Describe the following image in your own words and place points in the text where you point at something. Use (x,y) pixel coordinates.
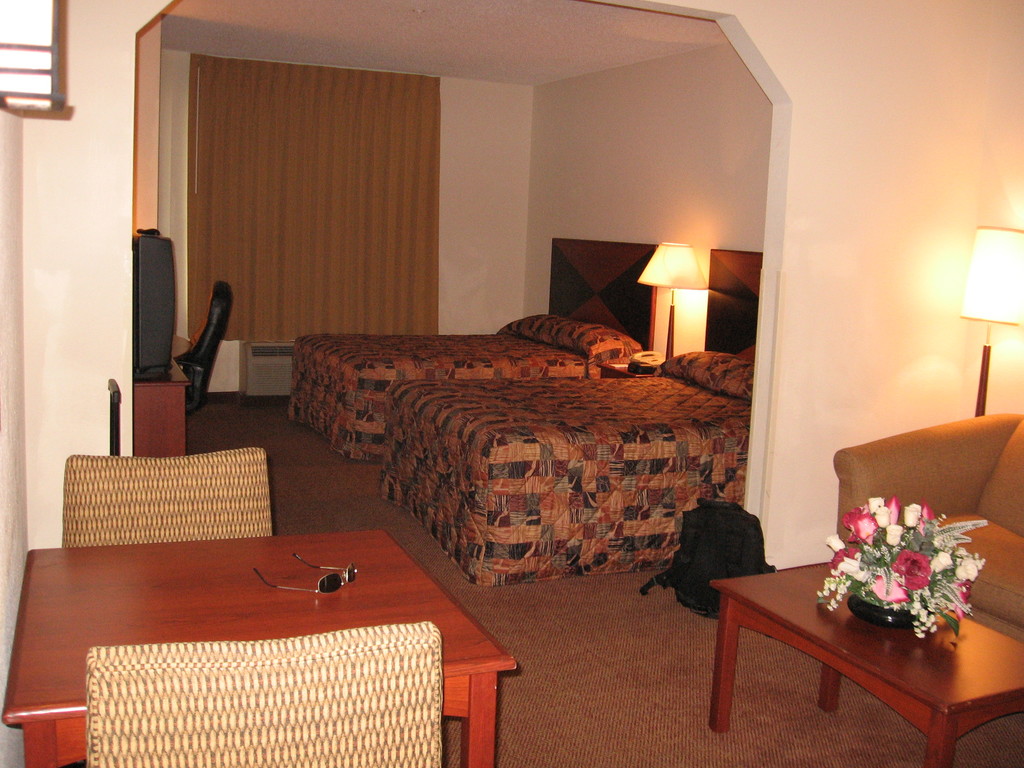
In this image I can see on the left side (210,591) there are spectacles (310,581) on a table (291,624) and chairs (262,663). On the right side (910,599) there is a flower vase (891,570) on a table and a light (977,305) near the wall (946,334). In the middle (410,452) there are beds (615,404), pillows (680,376) and there is a curtain (344,201).
